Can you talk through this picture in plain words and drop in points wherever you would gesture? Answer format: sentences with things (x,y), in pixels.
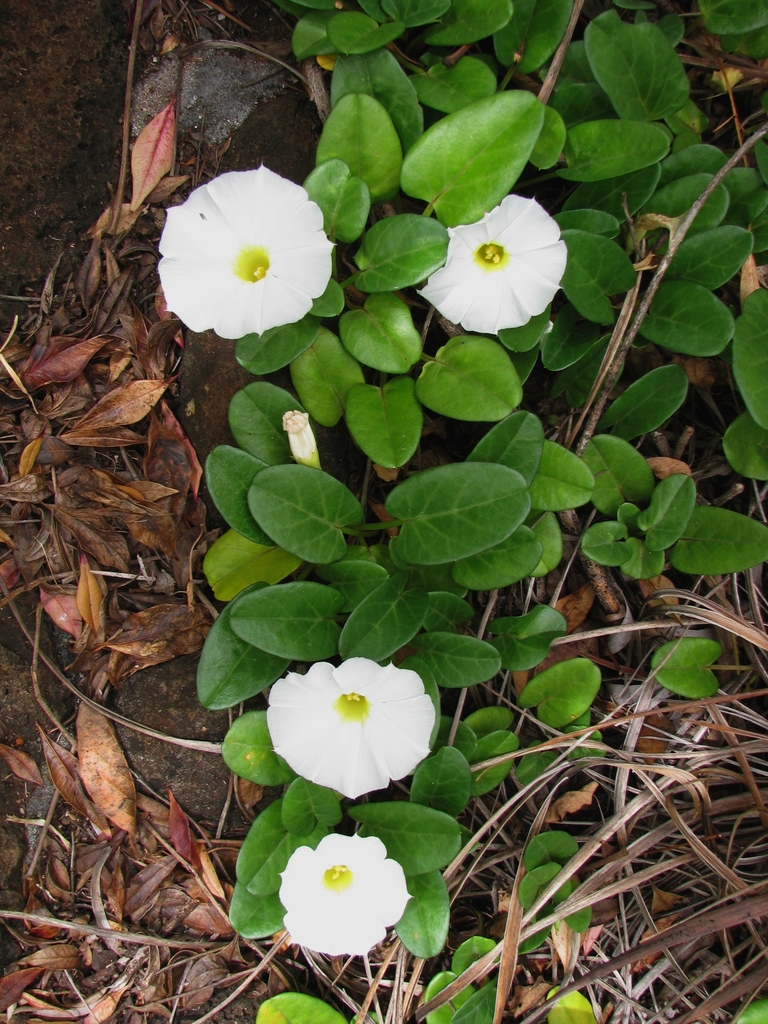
This image is taken outdoors. At the bottom of the image (401,960) there is a ground (218,956) with many dry leaves (105,442) on it. In the middle of the image (431,481) there is a plant (452,400) with stems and flowers (257,256). Those flowers (345,734) are white in color.
